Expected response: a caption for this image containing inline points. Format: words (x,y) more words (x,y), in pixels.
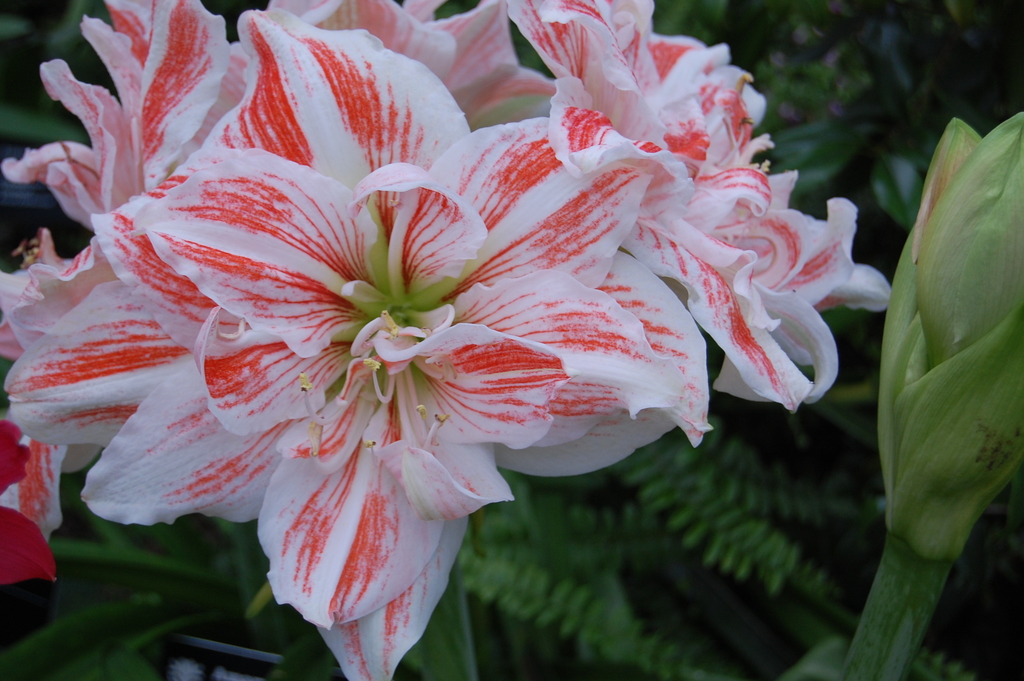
In this image there is a white colour flower (599,308) with a red shade on it. In the background (643,566) there are leaves (652,532). On the right side (926,348) there is a bud (970,320). In the flower (375,273) there is a stigma (385,318).
